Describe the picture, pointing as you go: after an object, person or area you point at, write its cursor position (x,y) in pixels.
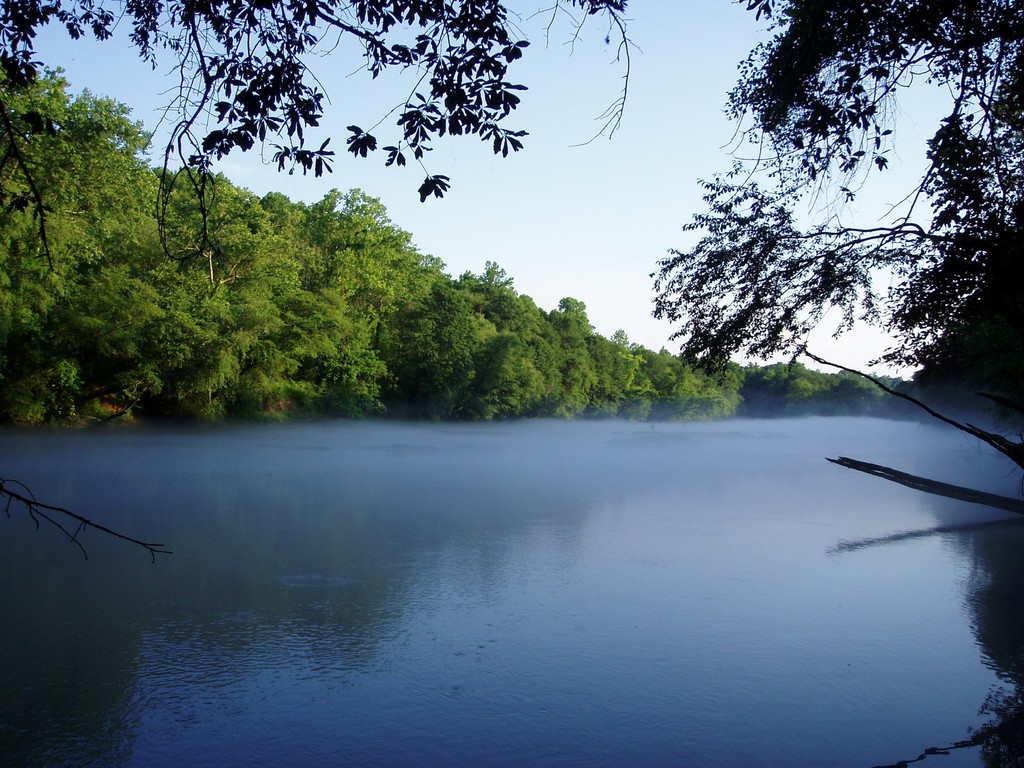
We can see water (528,439) and trees (76,331). In the background (635,169) we can see sky (521,258).
